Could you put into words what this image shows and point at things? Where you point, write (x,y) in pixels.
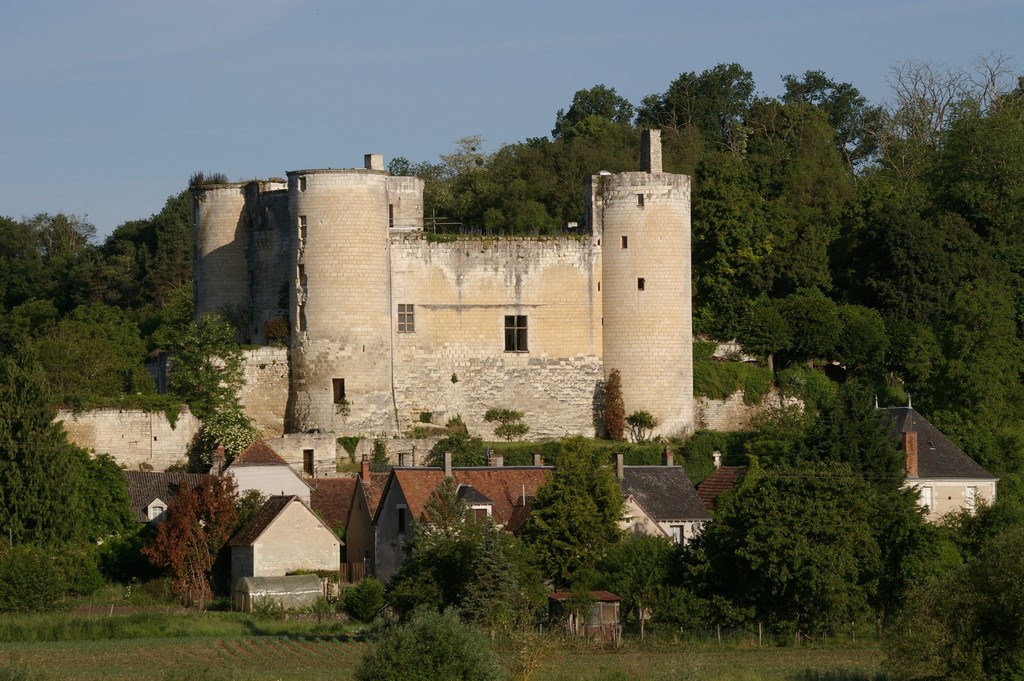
In this image we can see building (438,427), houses (341,490), grass (179,635), trees (498,545) and sky (271,72). These are windows (411,330).
